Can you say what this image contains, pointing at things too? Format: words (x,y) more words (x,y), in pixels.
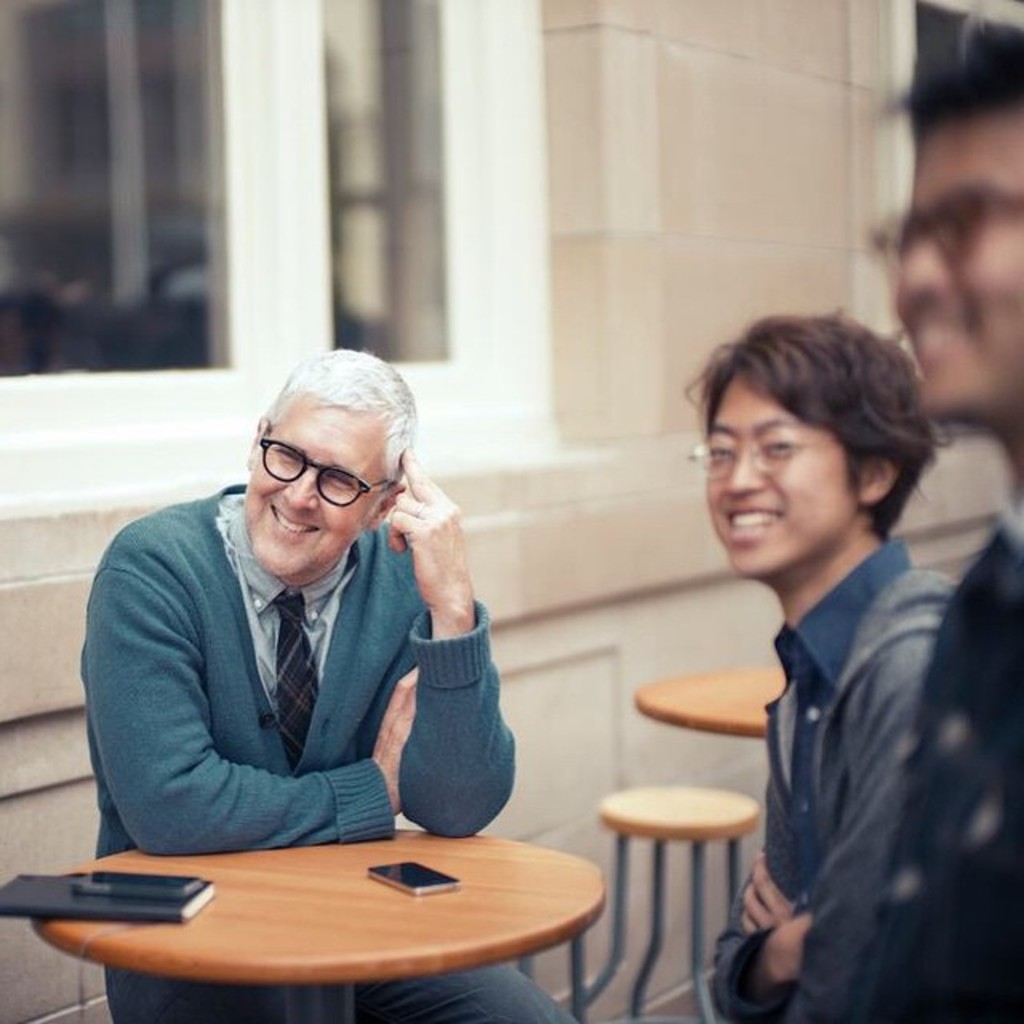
there are 3 people (244,728) in this image. a person (241,679) is sitting on a chair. in front of him there is a table (298,938) on which there is a phone (416,867) and a book (200,906). he is wearing a tie (300,643). behind him there is a building (523,325).
